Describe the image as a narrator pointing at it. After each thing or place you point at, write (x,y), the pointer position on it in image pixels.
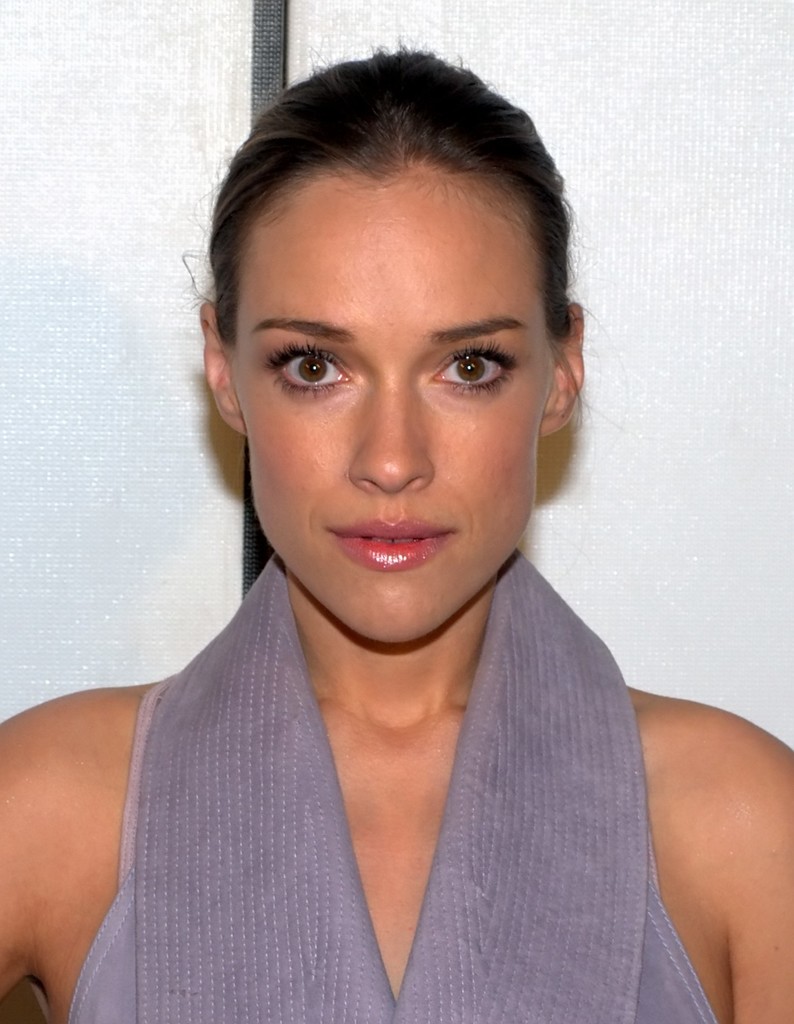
In this image we can see a lady (644,768). In the background (704,414) there is a wall (43,501).
